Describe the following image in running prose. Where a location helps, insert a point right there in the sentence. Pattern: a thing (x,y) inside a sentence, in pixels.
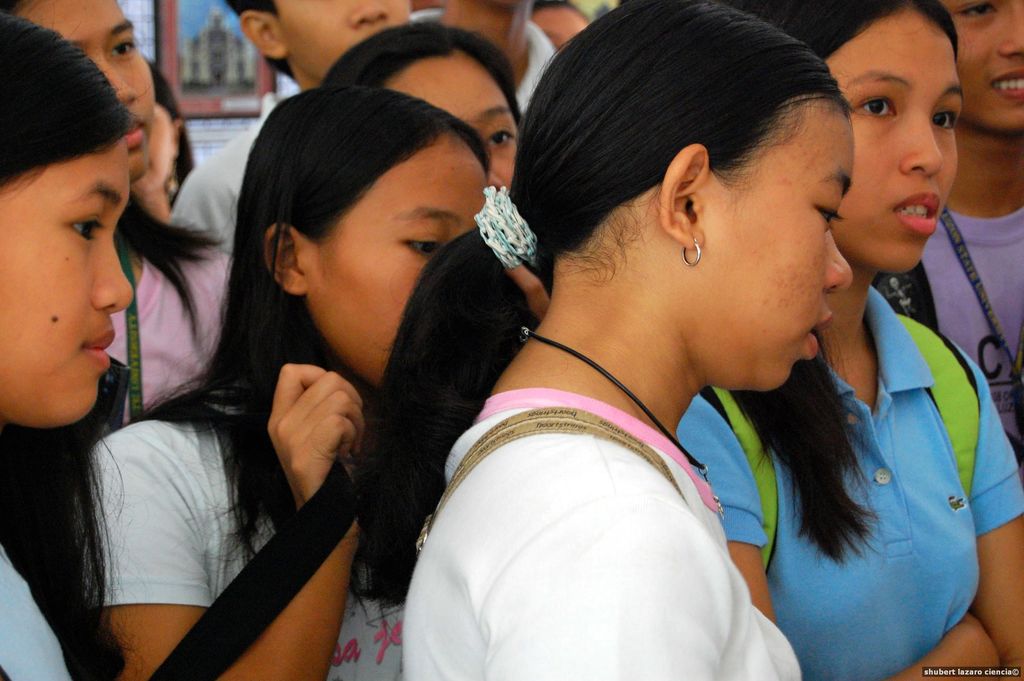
There are many people (520,237) standing. Girl (913,596) on the right side (879,529) is wearing a bag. There is a watermark (936,668) on the right corner (992,672). Girl (599,527) in white dress (559,549) is wearing a earrings (697,247) and necklace (562,347) with a black cord (628,393).
